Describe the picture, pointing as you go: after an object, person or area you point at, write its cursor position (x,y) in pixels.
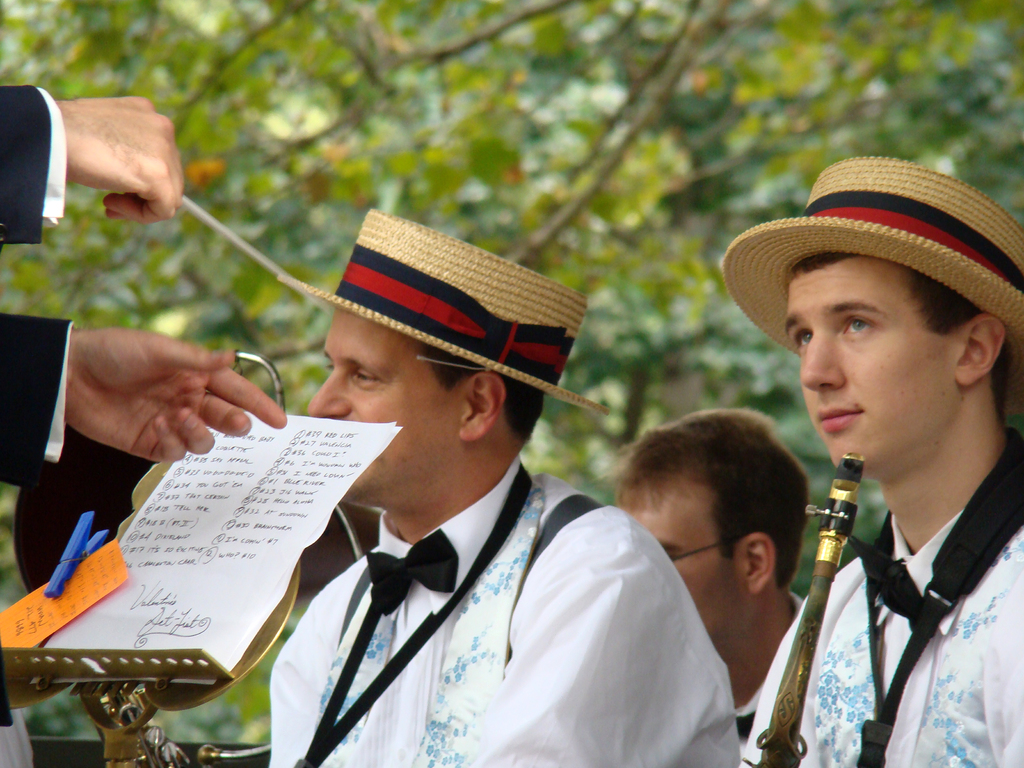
In this image I can see people (435,475) among them two men (527,369) are wearing hats (773,274) and white color clothes (683,671). Here I can see papers (193,541) on an object (192,557). I can also see something written on papers (259,519). Here I can see a musical instrument (803,616). In the background (438,157) I can see trees (453,165). The background of the image (382,188) is blurred.
